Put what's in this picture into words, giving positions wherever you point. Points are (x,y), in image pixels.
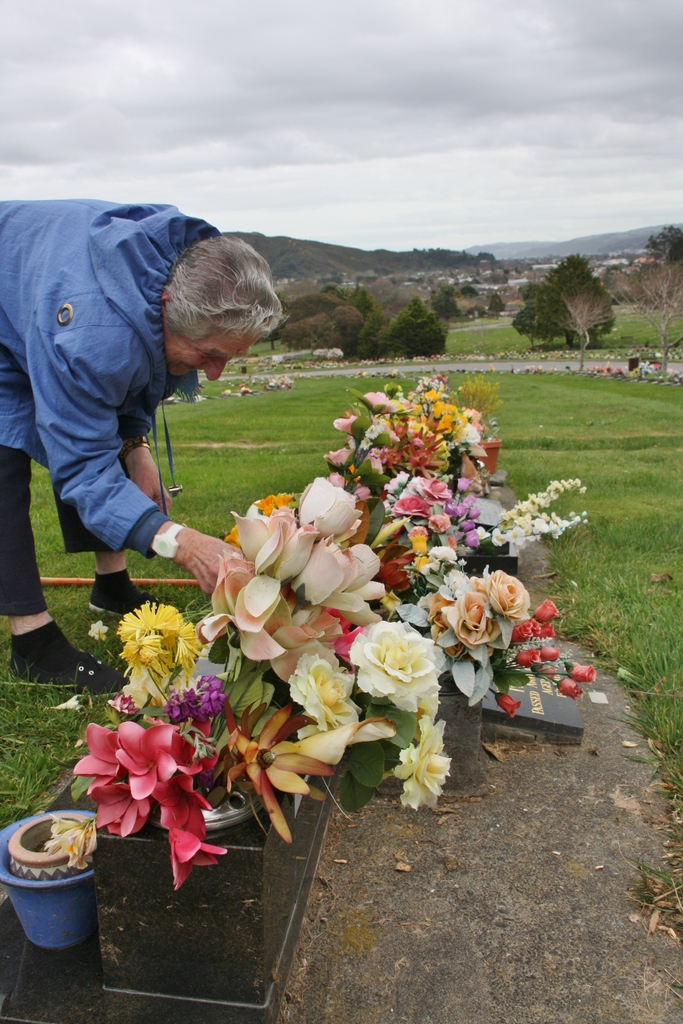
In this picture there are flowers (178,649) in the center of the image (337,501) and there is a man (153,431) on the left side of the image (34,280), there is greenery (284,295) in the center of the image (291,454).
